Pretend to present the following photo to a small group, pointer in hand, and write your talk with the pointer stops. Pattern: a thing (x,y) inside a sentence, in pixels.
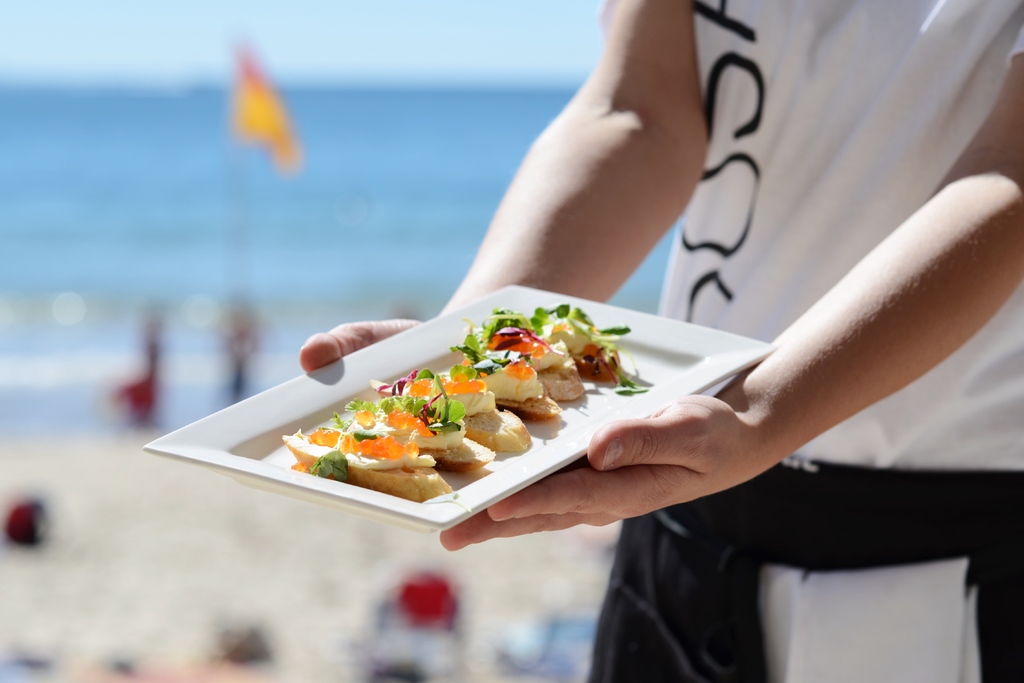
On the right side of the image (825,160) we can see a man (855,521) standing and holding a plate (674,398) in his hand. We can see some food (500,412) on the plate (477,382). In the background (338,240) there is a sea (272,216).
